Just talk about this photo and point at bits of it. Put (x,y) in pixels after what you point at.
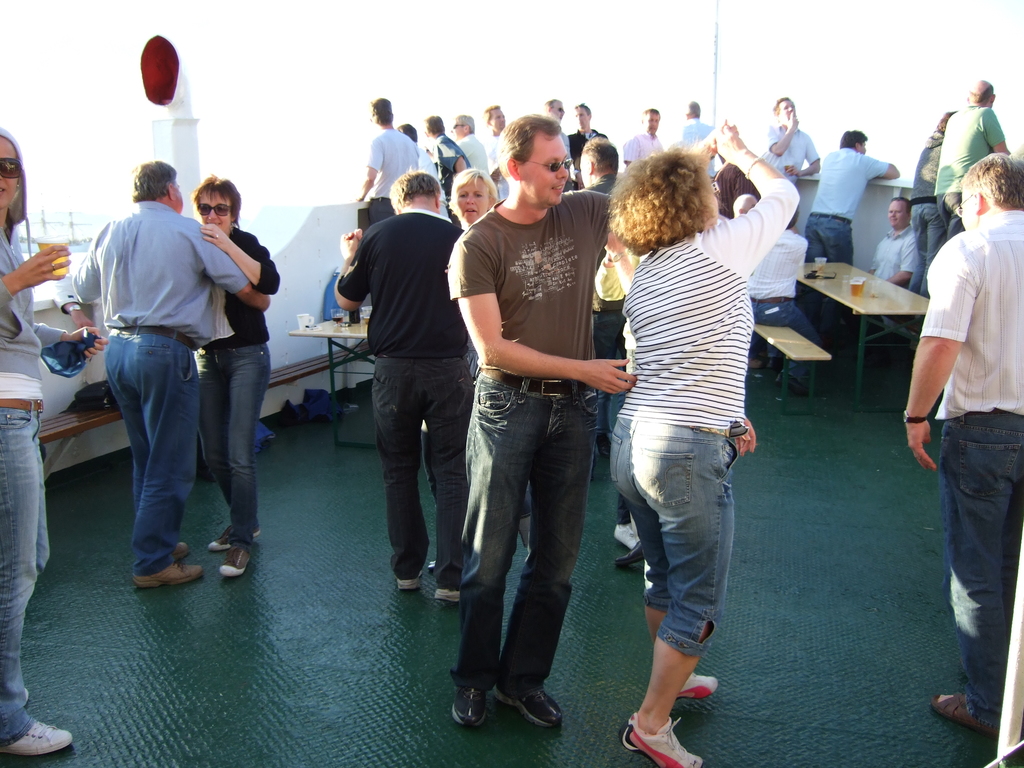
In this picture I can see a group of people (542,330) among them some are standing and some are sitting on the benches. Here I can see a table (872,302) which has some objects (858,292). In the background (323,94) I can see the sky (273,90).
